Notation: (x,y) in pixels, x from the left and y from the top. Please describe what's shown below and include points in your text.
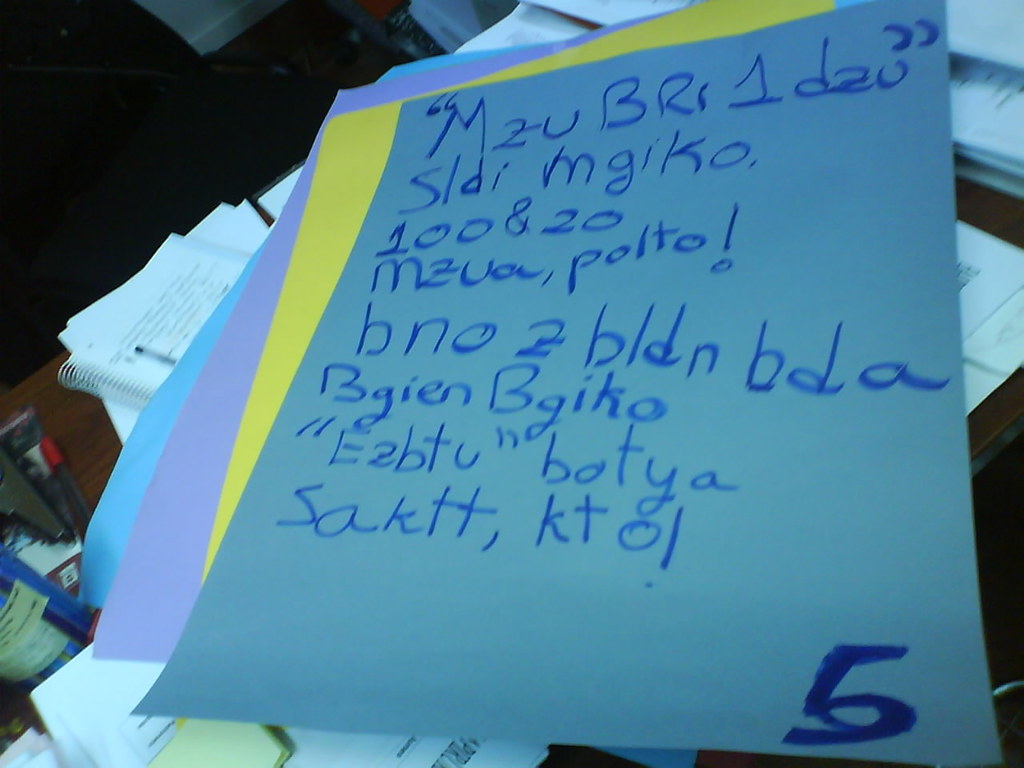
In this picture, we see the chart papers (205,479) in blue, violet and yellow color. Behind that, we see the books (88,370), papers (131,346), pen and some objects (58,503) are placed on the brown table (78,448). In the left top (95,114), it is black in color.
